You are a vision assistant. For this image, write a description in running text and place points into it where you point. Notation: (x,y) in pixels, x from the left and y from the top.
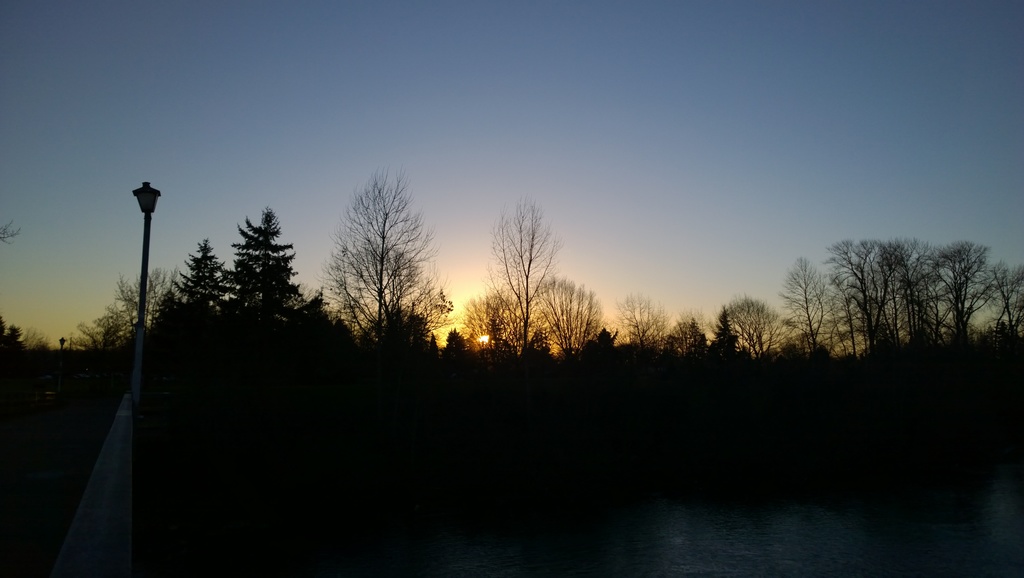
In front of the image there is water (760,545). There are trees (567,401). On the left side of the image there are light poles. In the background of the image (584,135) there is sun (484,340) in the sky (542,138).
